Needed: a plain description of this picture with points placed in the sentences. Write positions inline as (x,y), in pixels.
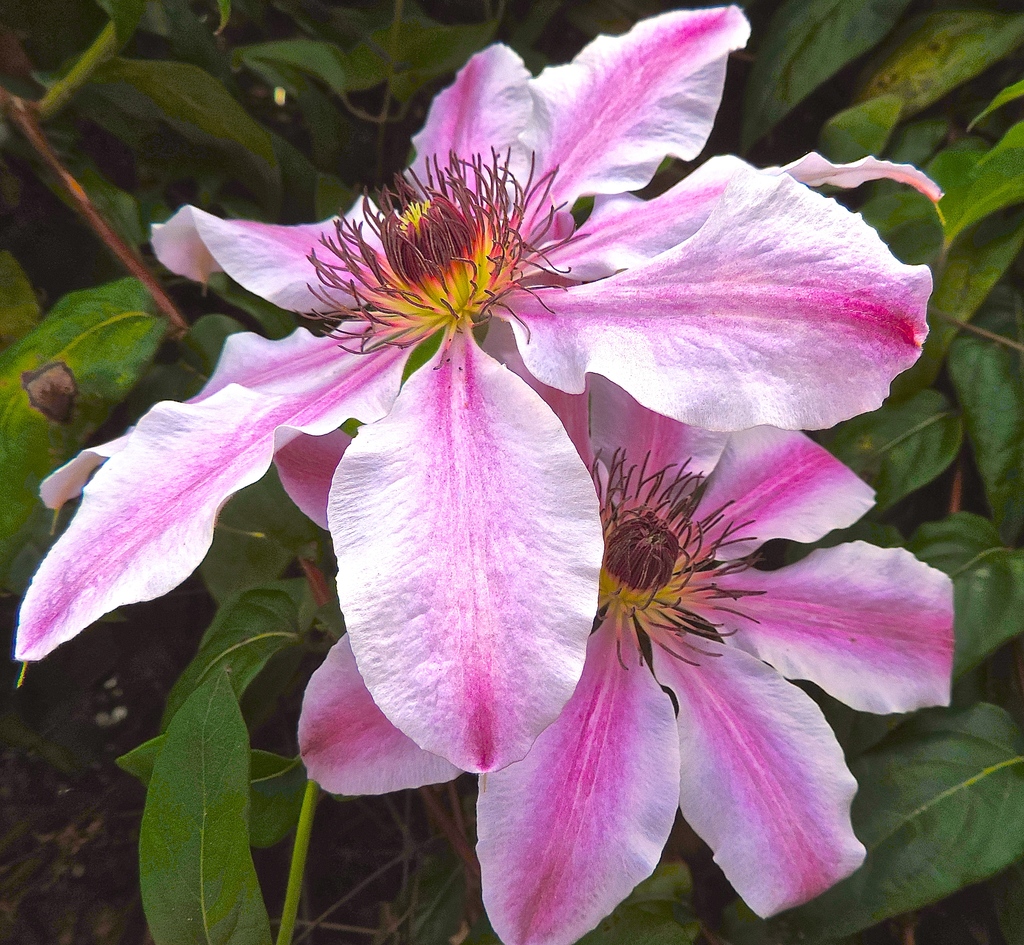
In this image I can see colorful flowers (562,253) and plants (786,12).
